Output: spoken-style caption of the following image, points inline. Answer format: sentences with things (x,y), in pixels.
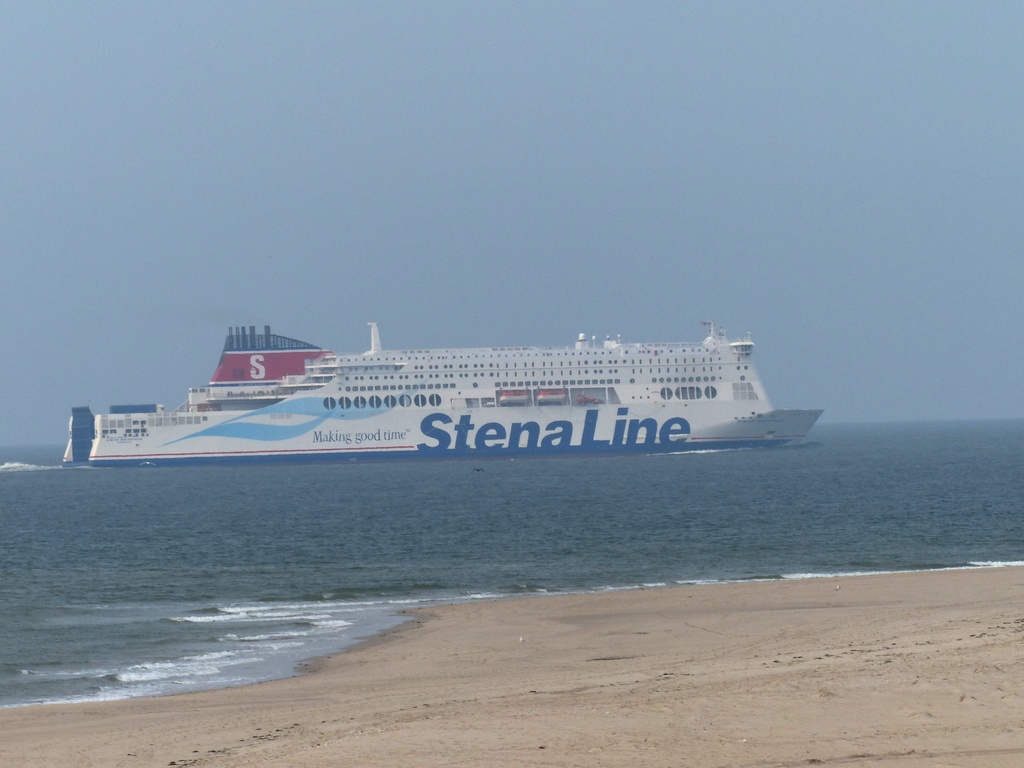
There is a ship (388,410) in the water (419,522). On the ship (482,443) there is something written. Also there is sand (500,684) in the front (592,681). In the background (478,180) there is sky (481,202).
